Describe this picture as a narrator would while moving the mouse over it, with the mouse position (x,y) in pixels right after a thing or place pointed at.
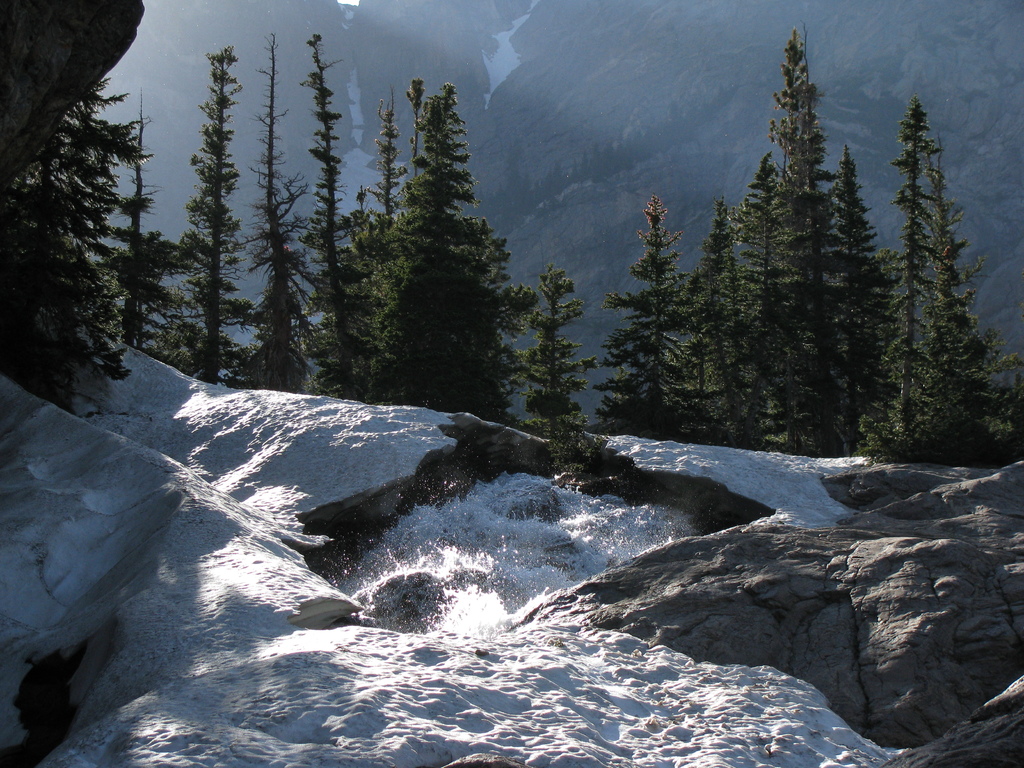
In this picture I can see the snow (258,478) on the rocks (934,667) and in the background (424,118) I can see number of trees (448,142) and I can also see the mountains (380,44).
